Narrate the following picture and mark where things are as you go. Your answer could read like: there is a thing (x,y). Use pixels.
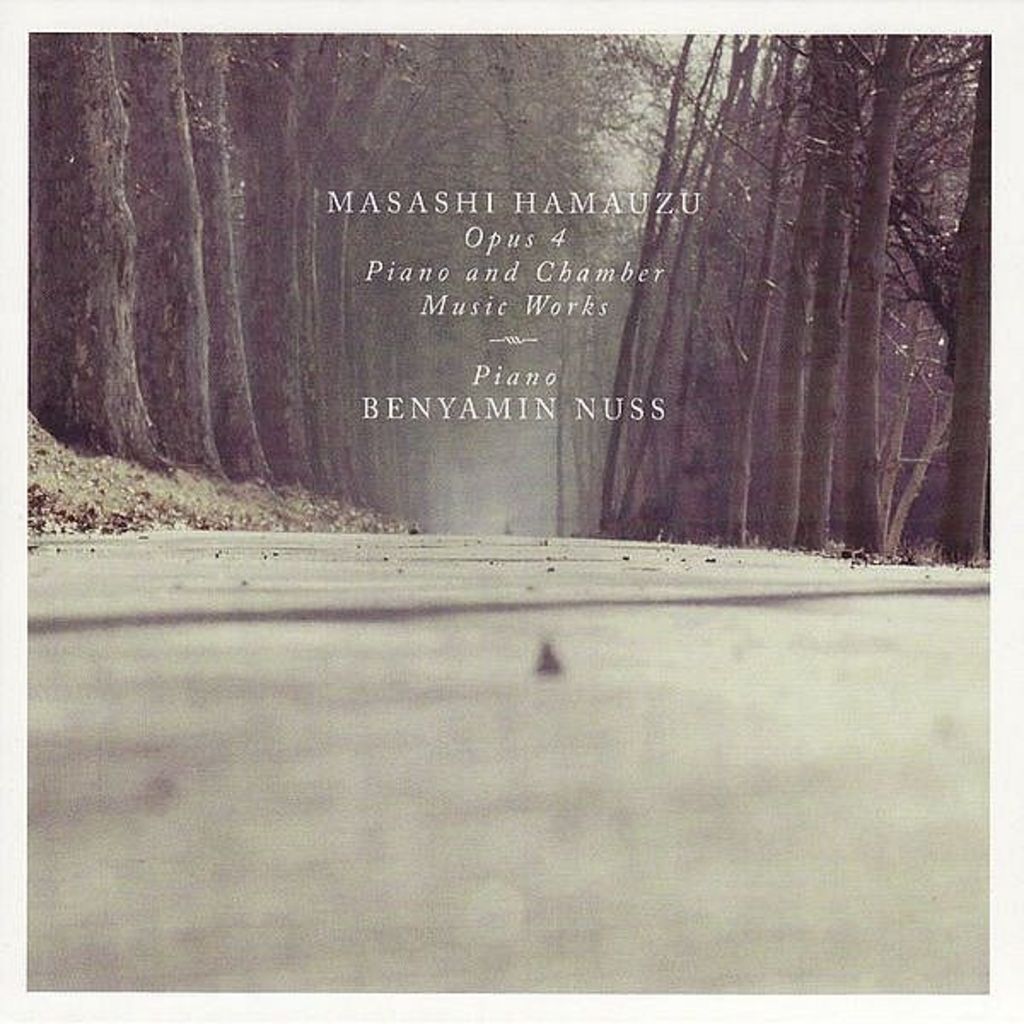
In the center of the image (363,490) we can see the sky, trees (905,318), dry leaves (47,485), road (682,682) and a few other objects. In the middle of the image (446,407), we can see some text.
